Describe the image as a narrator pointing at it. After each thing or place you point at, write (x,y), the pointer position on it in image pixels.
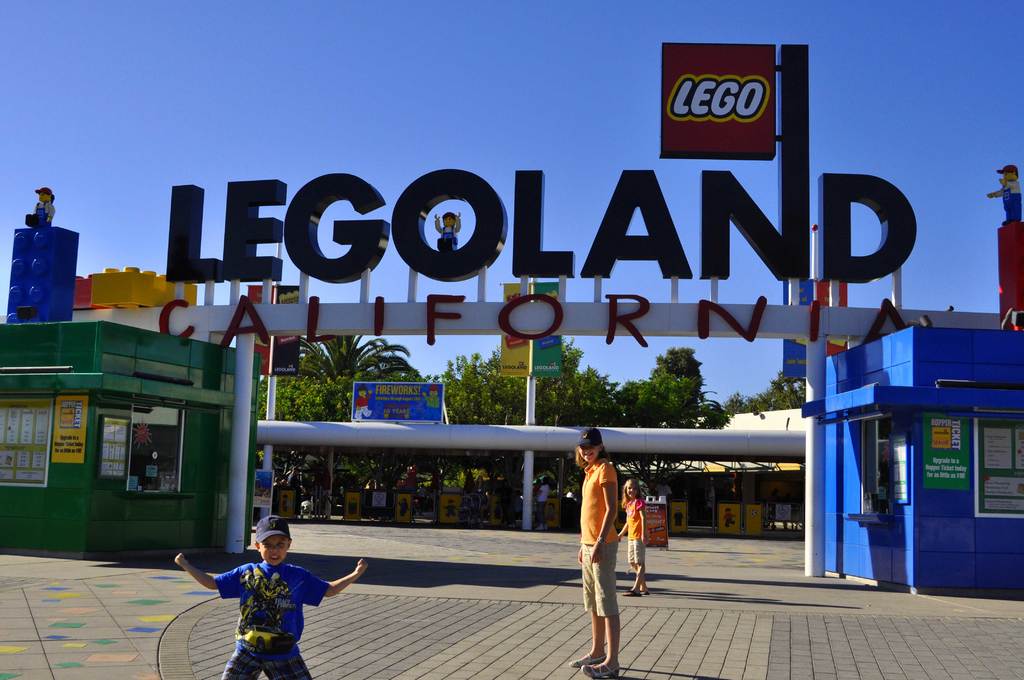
In this picture I can see there is a person (597,531) standing here and there are two kids (646,594) here standing here and in the backdrop (229,521) there is a arch (251,345) and there is a name board (404,194) here and in the backdrop (465,408) I can see there are trees (470,384) and the sky (301,166) is clear.
